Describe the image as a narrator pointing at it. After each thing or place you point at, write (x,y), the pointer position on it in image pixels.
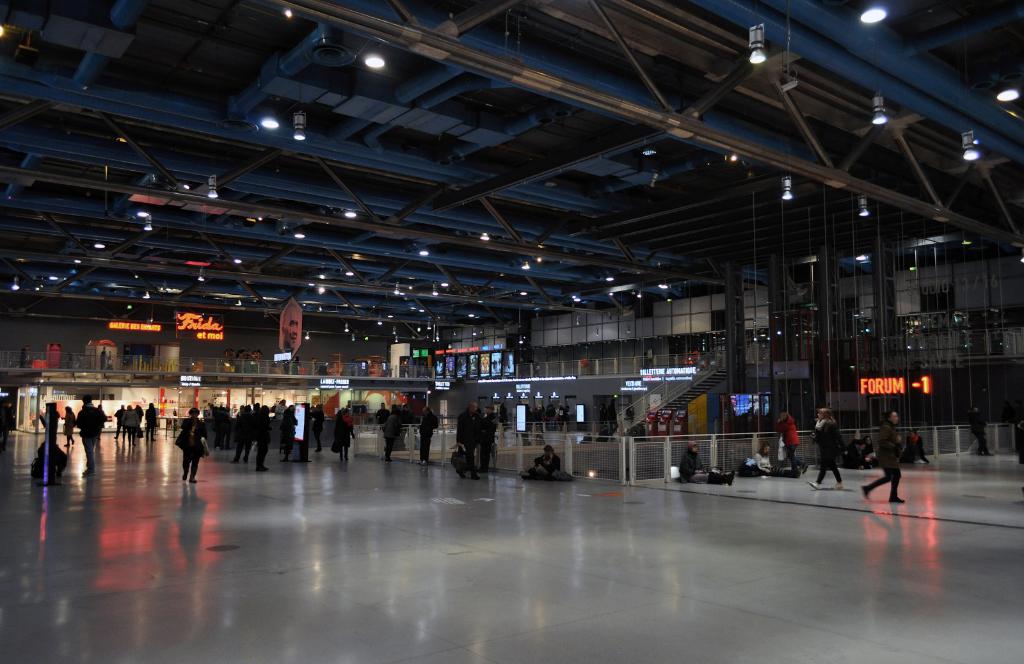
Here in this picture we can see a group of people (290,431) standing, walking and sitting on the floor (439,482) present over there and on the roof (274,288) we can see lights (251,220) present all over there and we can see hoardings (298,338) here and there and we can see a staircase (626,414) present over there in the middle (622,423).
